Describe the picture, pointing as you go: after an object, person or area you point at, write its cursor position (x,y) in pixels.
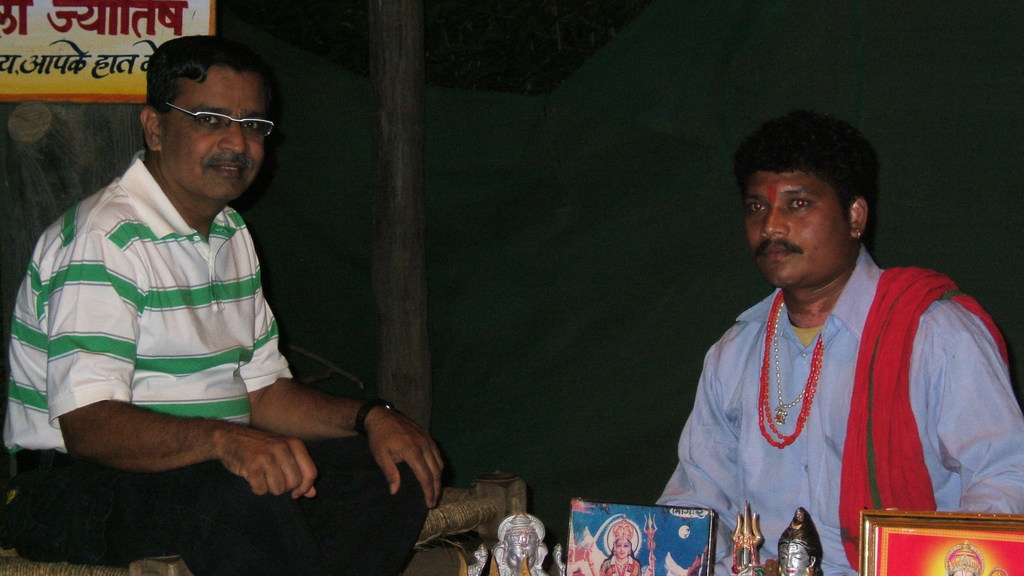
In this image I can see two persons (968,349) and I can also see few statues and few frames (921,533), the board (128,89) and I can see the dark background (634,282).
